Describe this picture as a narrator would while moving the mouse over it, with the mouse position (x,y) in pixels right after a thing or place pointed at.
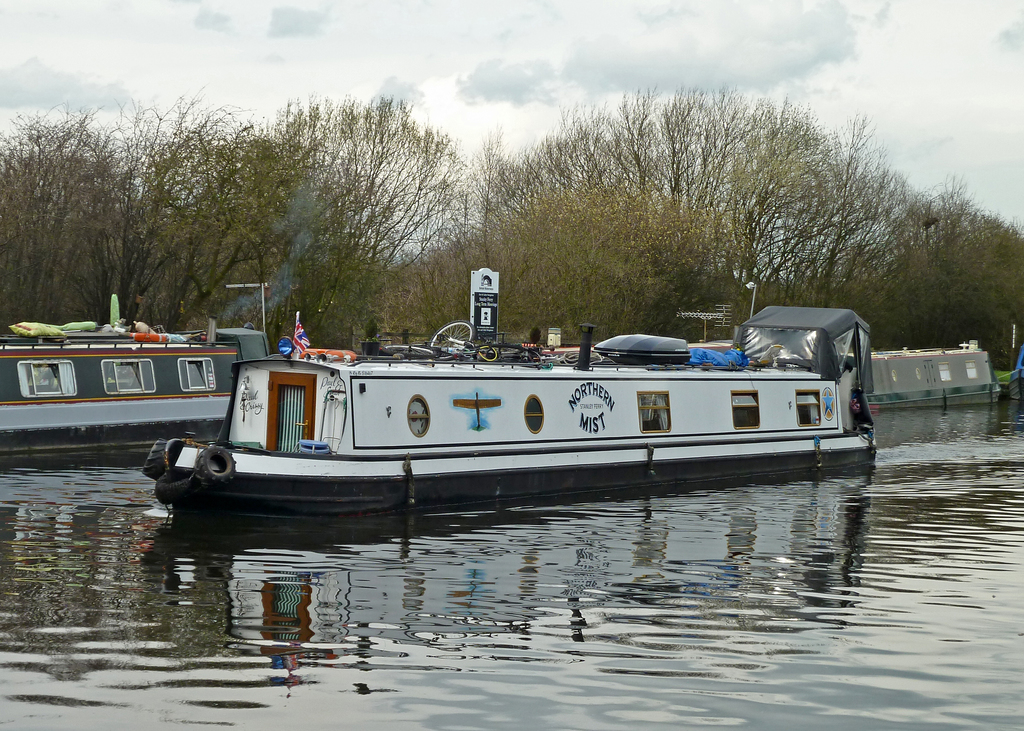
In this picture I can see boats (284,396) on the water (646,537) and I can see trees (415,186) and a board (482,290) with some text (482,290) and a cloudy sky (613,92).
